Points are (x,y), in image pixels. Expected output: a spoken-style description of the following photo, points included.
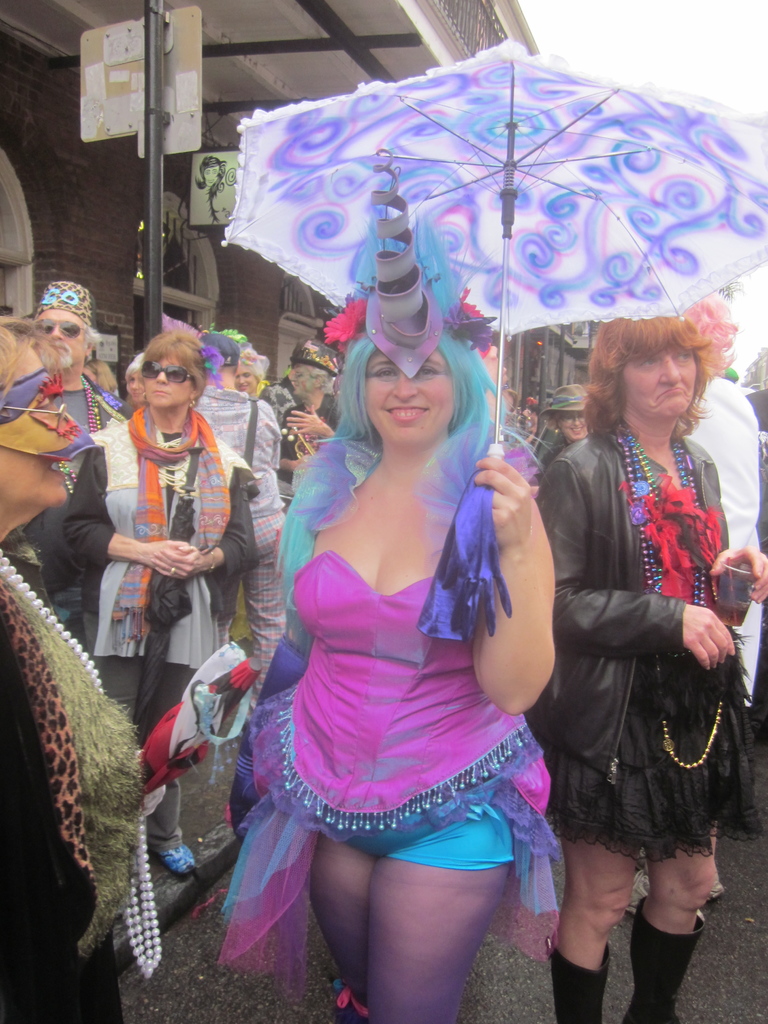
In the image we can see there are people (365,668) standing on the road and a woman (359,501) is holding an umbrella (497,413) in her hand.
